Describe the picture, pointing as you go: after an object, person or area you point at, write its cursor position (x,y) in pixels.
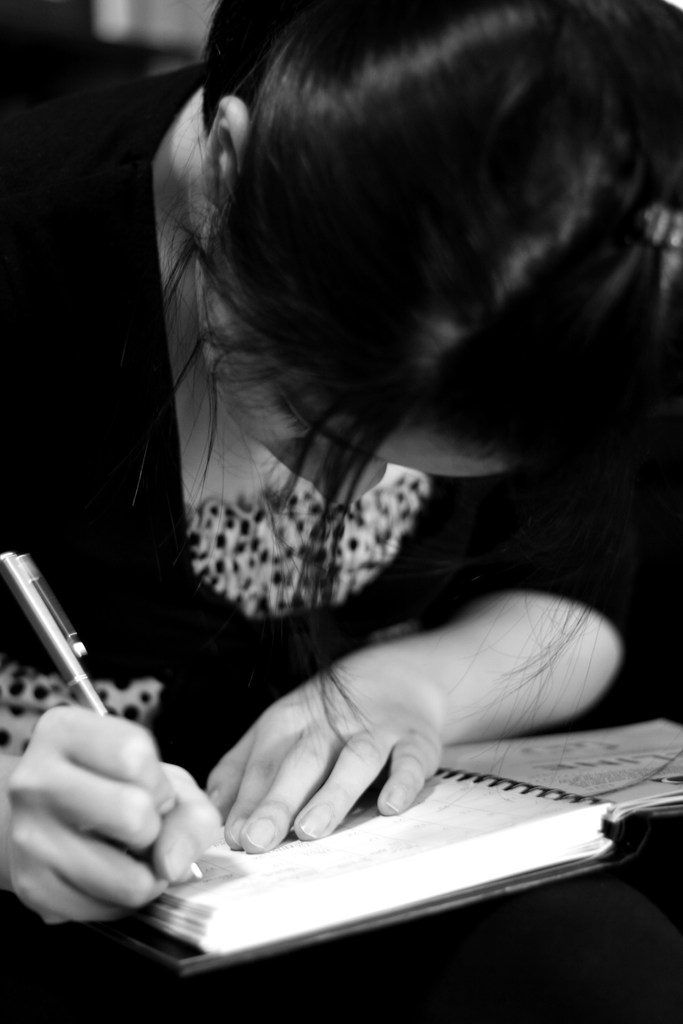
In the image a woman (520,980) is sitting and holding a pen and writing and there is a book (488,775).
